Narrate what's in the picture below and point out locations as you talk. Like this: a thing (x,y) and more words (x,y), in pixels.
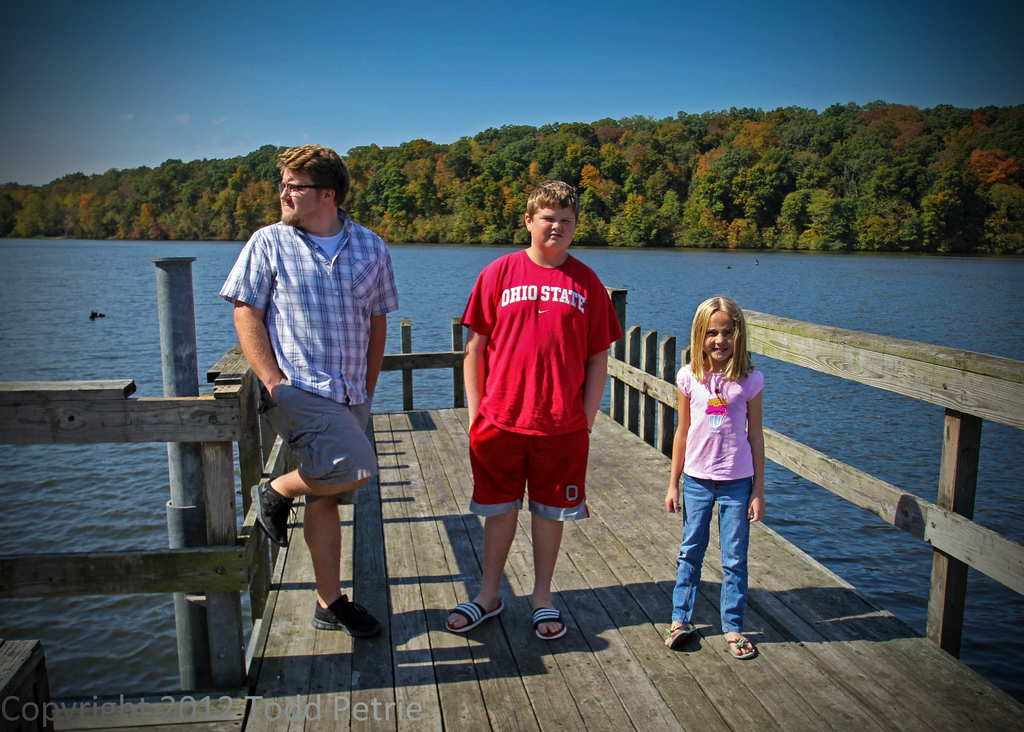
In this image we can see three people (496,489) standing on the walkway bridge (443,497). In the background (148,287) we can see water (130,282), trees (610,222) and sky (620,54).
